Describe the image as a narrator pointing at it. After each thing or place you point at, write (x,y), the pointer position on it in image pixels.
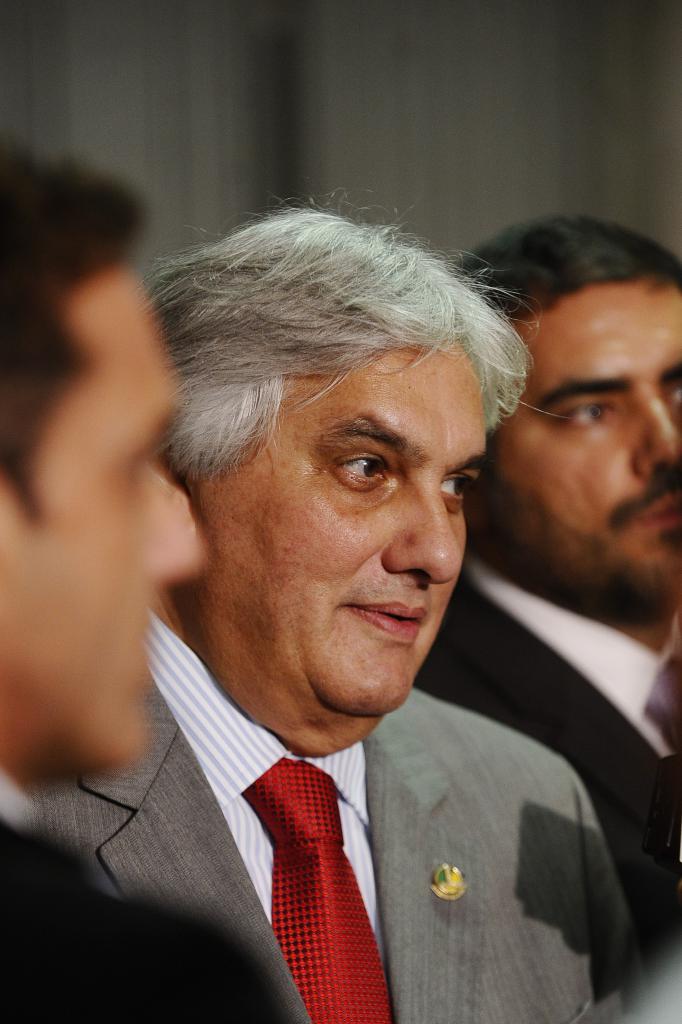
In this image, we can see three people (358,632). Here a person (389,799) in suit (411,844) is looking on right side (473,464). Background (676,153) we can see ash color.
